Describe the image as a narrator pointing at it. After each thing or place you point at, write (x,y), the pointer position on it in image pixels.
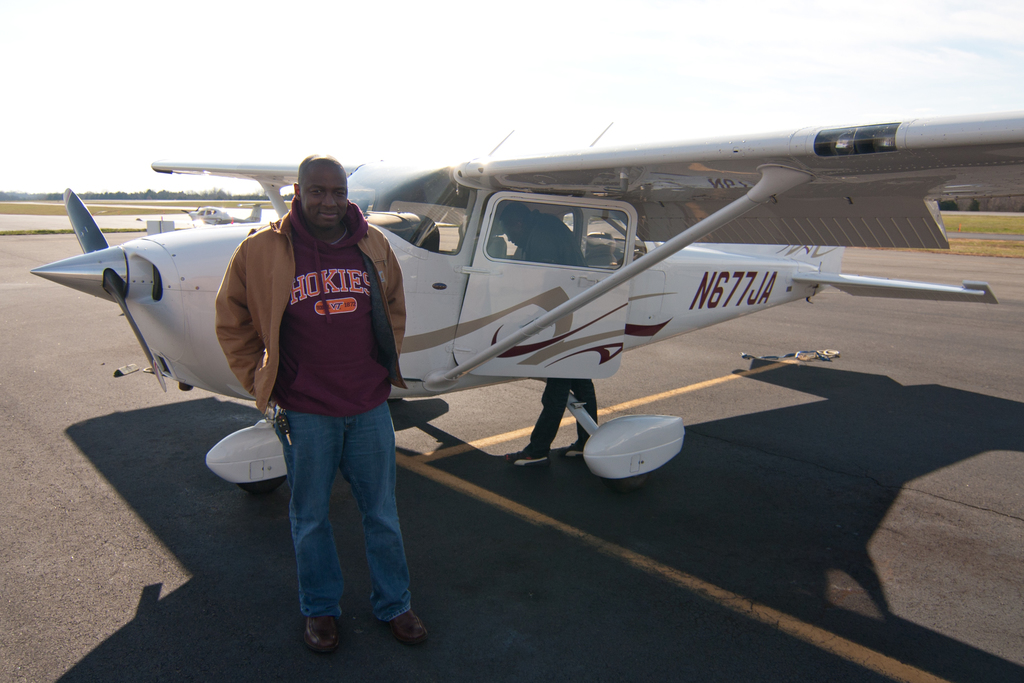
This is an outside view. Here I can see a man (333,335) wearing a jacket (241,318), standing on the road (401,443) and giving pose for the picture. At the back of this man (339,308) there is a plane (470,344). Inside the plane (558,275) there is another person (533,236). In the background (140,196) there are some trees (187,194). At the top of the image (215,58) I can see the sky (322,74).
